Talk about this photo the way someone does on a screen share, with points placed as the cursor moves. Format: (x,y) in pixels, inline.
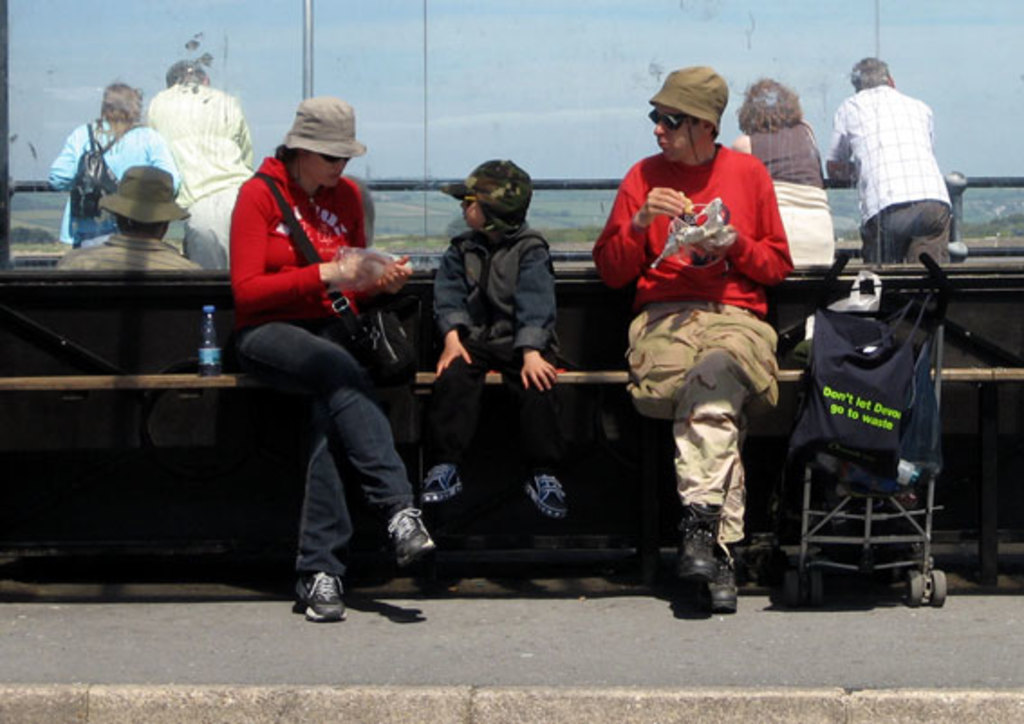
In the foreground (372,621) it is footpath (126,631). In the center of the picture (602,245) there are women (321,230), kid (482,283) and a man (661,248) sitting on a wooden object (601,380). On the right (867,440) there is an object (862,450). In the background (242,109) there are people (132,131), railing (610,184) and window (481,78). At the top (366,63) it is sky (315,75).
